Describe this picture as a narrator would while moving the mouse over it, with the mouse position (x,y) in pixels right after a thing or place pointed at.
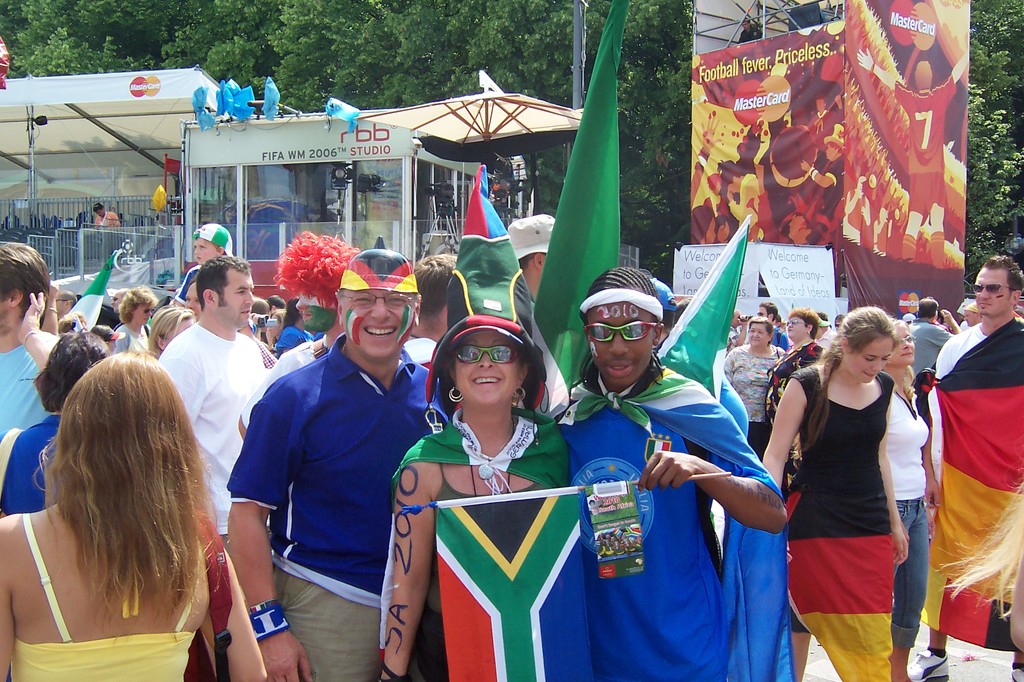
In this image there are three persons (364,446) standing, and in the background (4,357) there are group of people (336,294) standing and holding the flags (1009,410), stalls (384,171), trees (201,28), banners (947,57).
